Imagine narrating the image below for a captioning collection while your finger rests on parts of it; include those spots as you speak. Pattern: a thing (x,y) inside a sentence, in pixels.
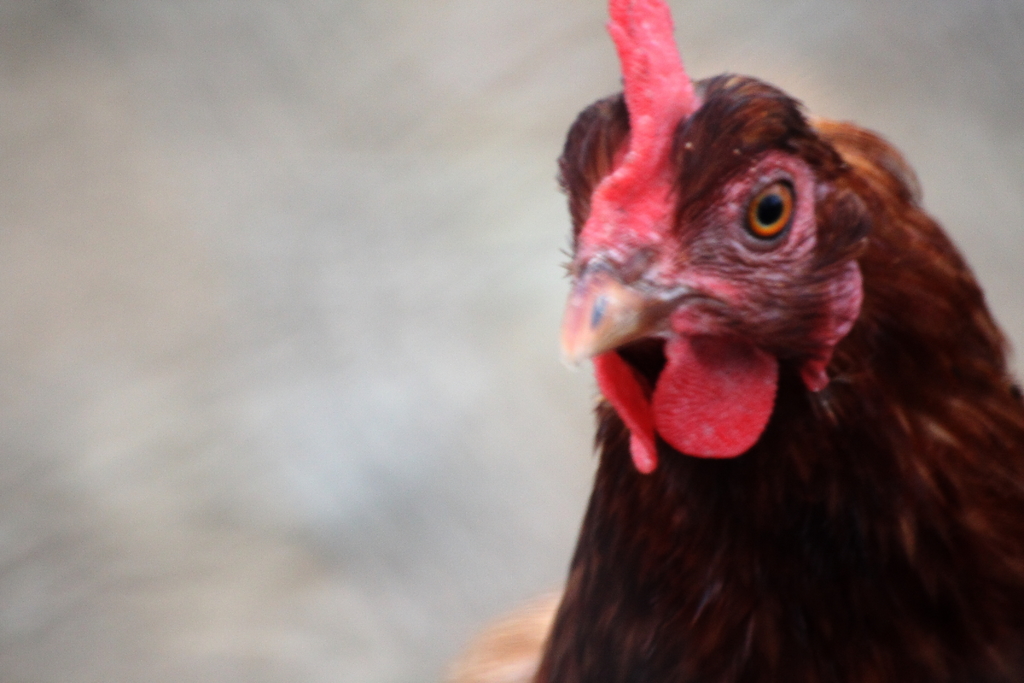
In this image, I can see the face (595,351) of a hen (812,615). The background (232,523) looks blurry.
